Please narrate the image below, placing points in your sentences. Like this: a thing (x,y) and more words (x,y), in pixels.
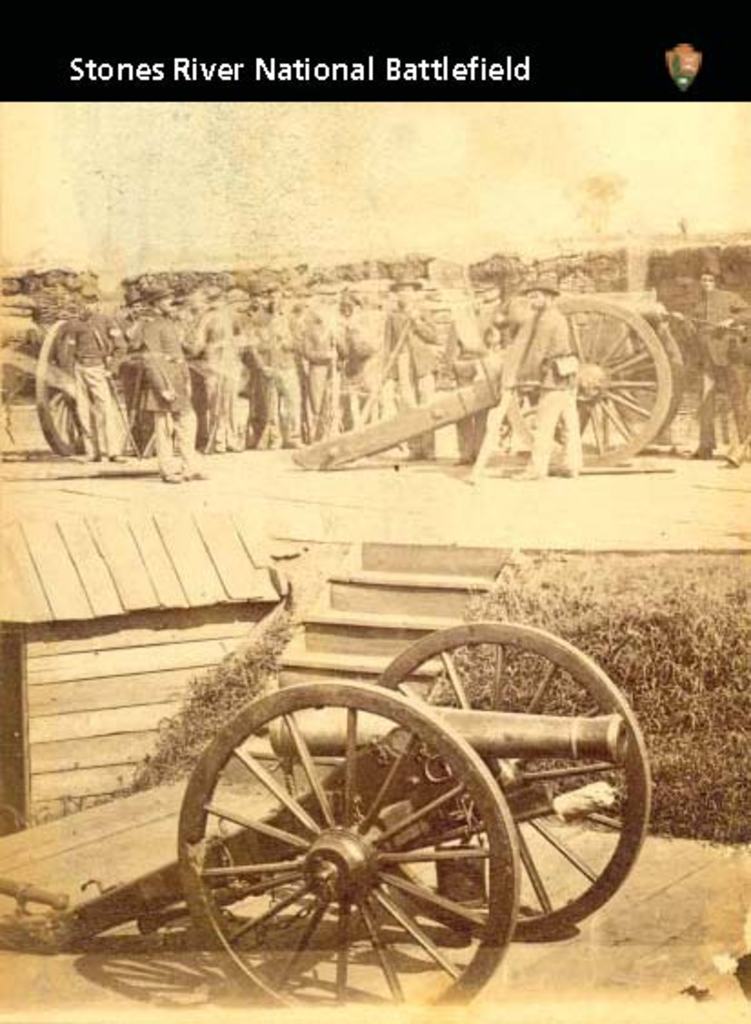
In this image we can see many people (365,380). There are few cannons (508,783) in the image. There are staircases (469,566) in the image. There are many objects (257,271) in the image. There are few plants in the image.
